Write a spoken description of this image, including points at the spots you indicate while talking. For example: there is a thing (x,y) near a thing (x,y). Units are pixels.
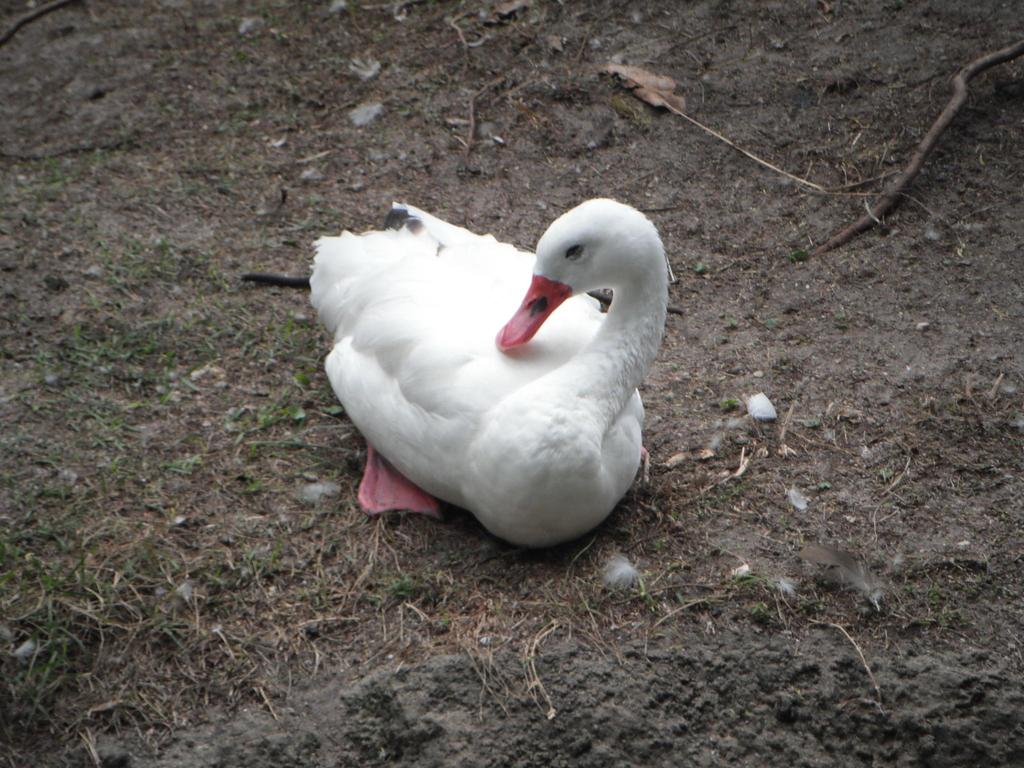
In this picture we can see a white color duck (484,293) on the ground (779,395).
